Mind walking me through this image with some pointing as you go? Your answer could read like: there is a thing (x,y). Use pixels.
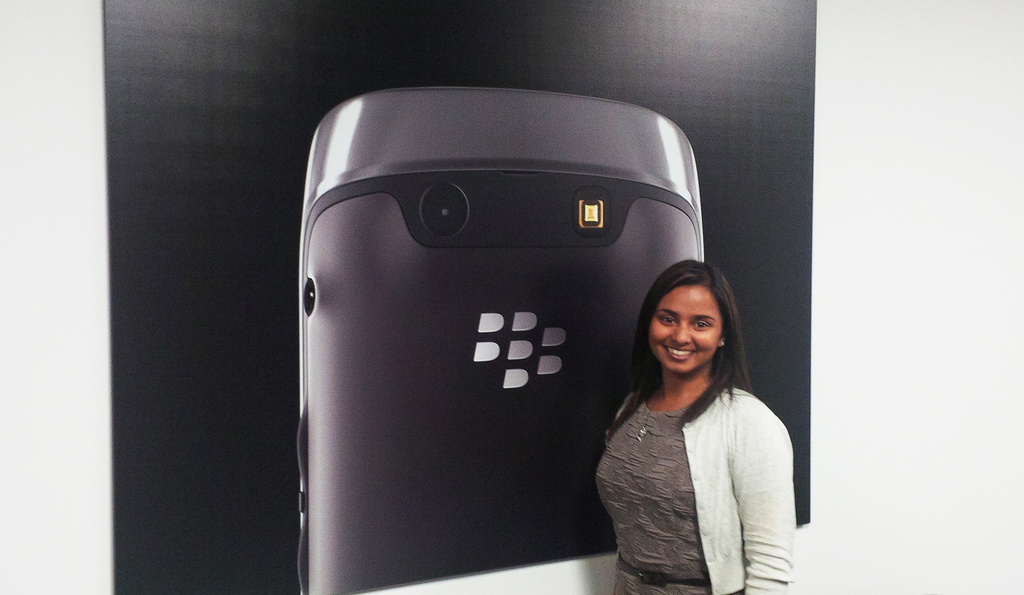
In this image there is a person (706,451). And at the background (580,388) there is a wall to wall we can see the wallpaper (335,95), on wallpaper (400,415) there is a mobile phone (545,341).
